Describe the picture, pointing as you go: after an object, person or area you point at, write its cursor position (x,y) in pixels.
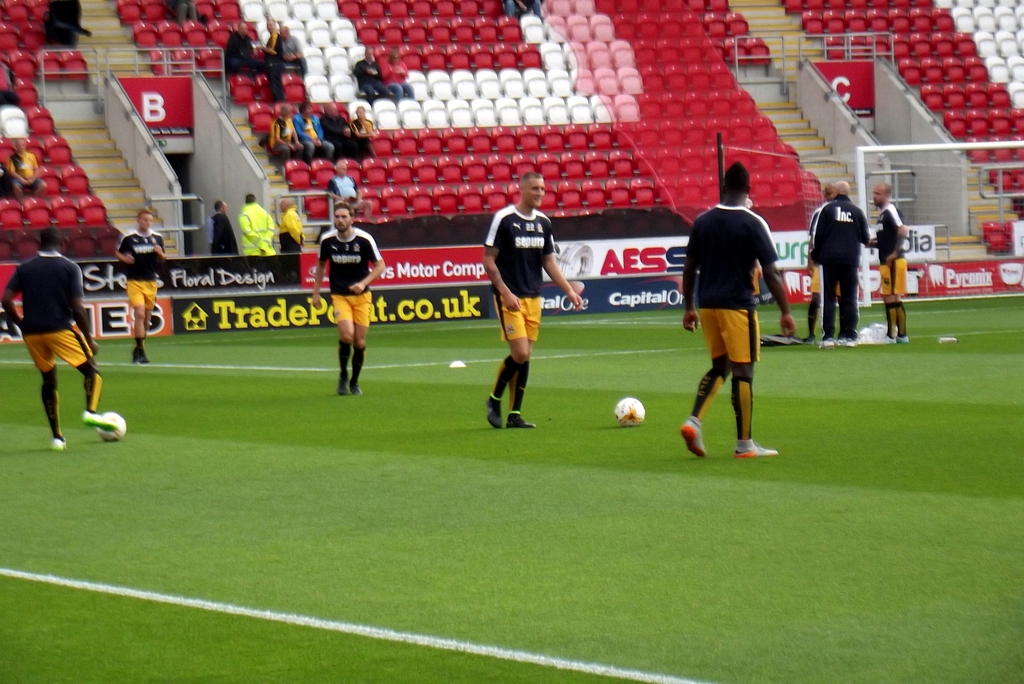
In this picture it is a stadium (571,59) where the soccer game is going on the field (356,473) looks green in color and there are couple of persons (504,317) playing and the players (724,257) are in black shirt (710,252) and yellow short (524,321) with black color socks (519,390) and black color shoes (519,421) on. There are balls (624,411), in the left corner (126,427) a person (97,417) is hitting a ball (121,427). In the right corner (847,233) there are persons (822,233) standing and talking to other persons (884,213). In the background (543,126) i could see the red and white chairs (490,111) and there are some posters (433,263) in the stadium (430,276) and couple of persons (316,123) sitting on the chairs (317,85).
